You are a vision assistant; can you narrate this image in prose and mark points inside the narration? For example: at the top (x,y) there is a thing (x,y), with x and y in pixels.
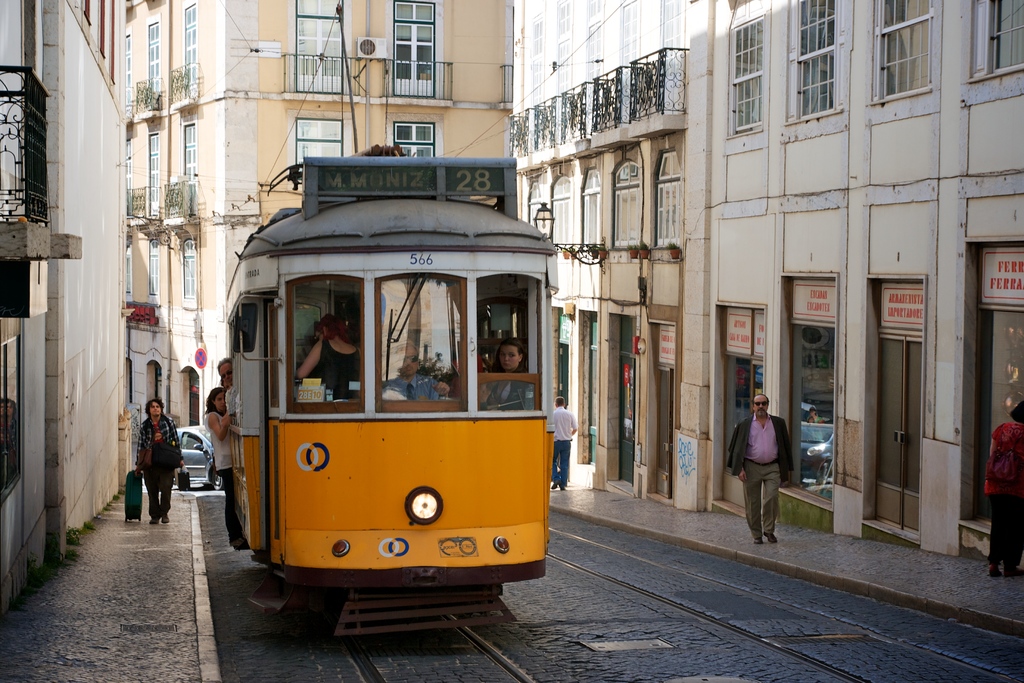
In the image we can see there is a cable train (345,444) standing on the road (541,586) and there are people (221,433) travelling in it. Beside there are people (233,514) standing on the footpath (130,533) and there are buildings (280,164).
